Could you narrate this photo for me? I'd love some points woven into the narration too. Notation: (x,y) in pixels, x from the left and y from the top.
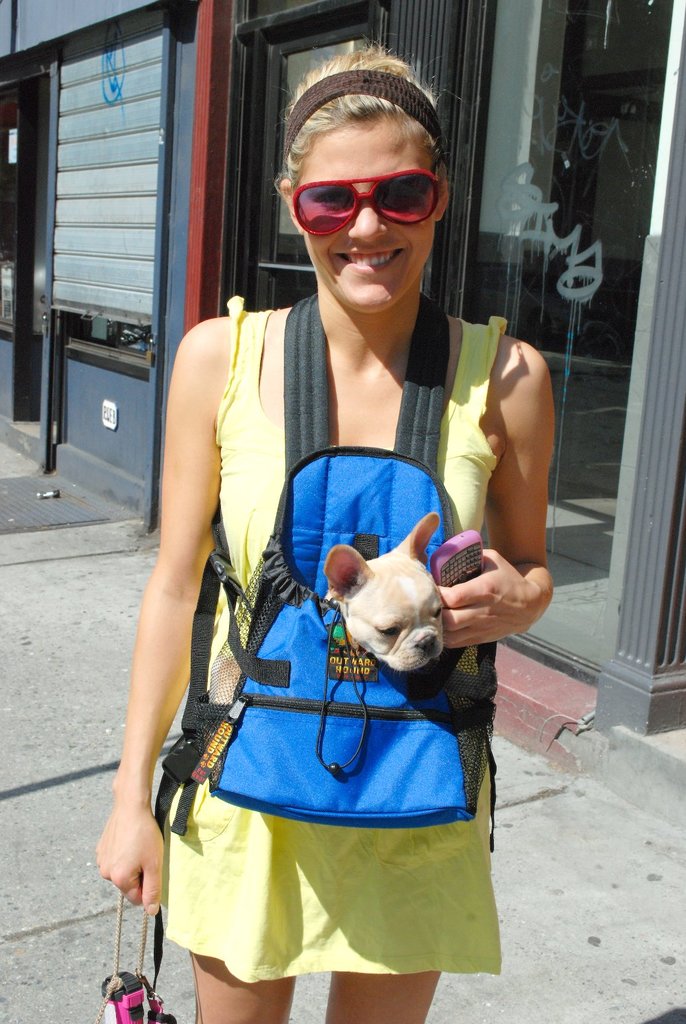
In this image we can see a woman (267,877) standing on the floor (146,958) and smiling. We can see the woman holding a puppy (416,634) in the pouch (422,669). In the background (406,49) there are glasses (603,171) and windows (7,275).
